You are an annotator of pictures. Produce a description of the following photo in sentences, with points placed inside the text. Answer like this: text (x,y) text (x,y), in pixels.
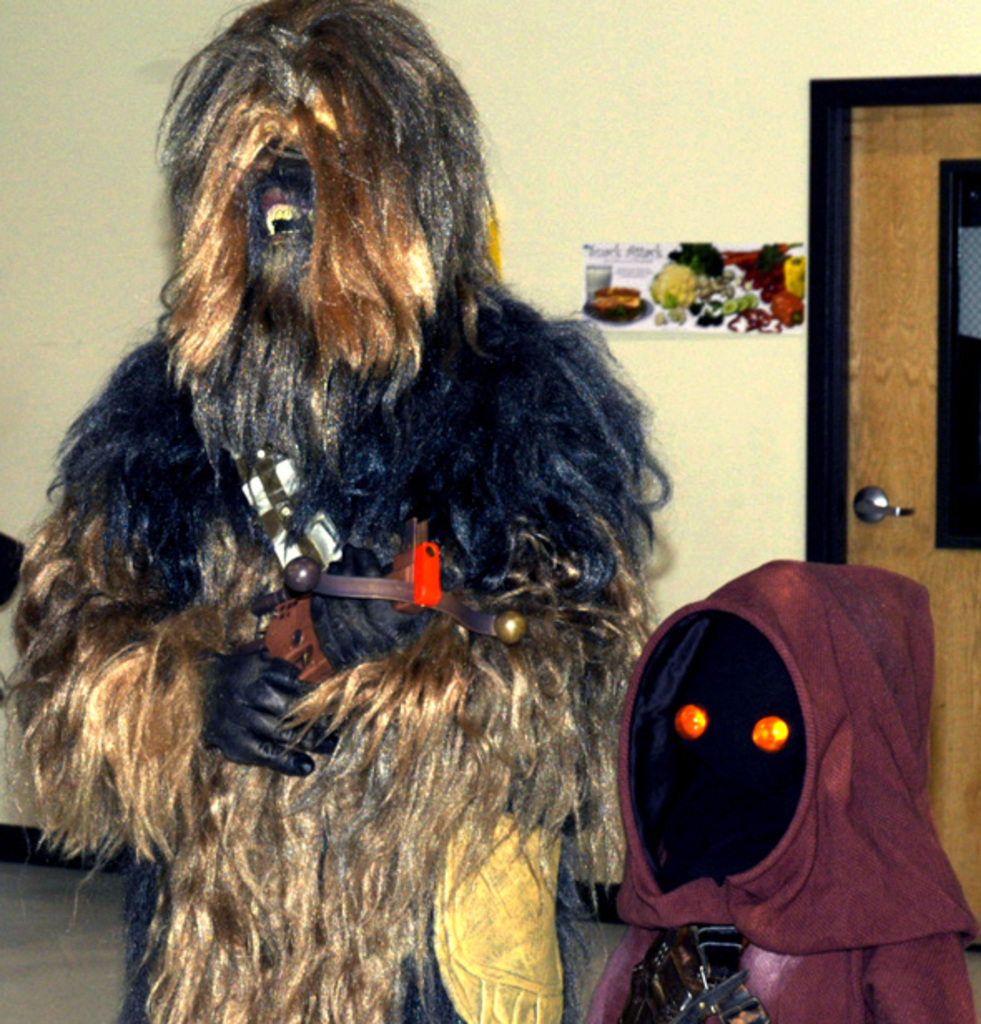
In this image I can see a costume of an animal (135,534) and here I can see brown colour cloth (814,798). In background (866,364) I can see a door (890,430) and a white colour poster (641,267). On this poster (613,280) I can see something is written.
